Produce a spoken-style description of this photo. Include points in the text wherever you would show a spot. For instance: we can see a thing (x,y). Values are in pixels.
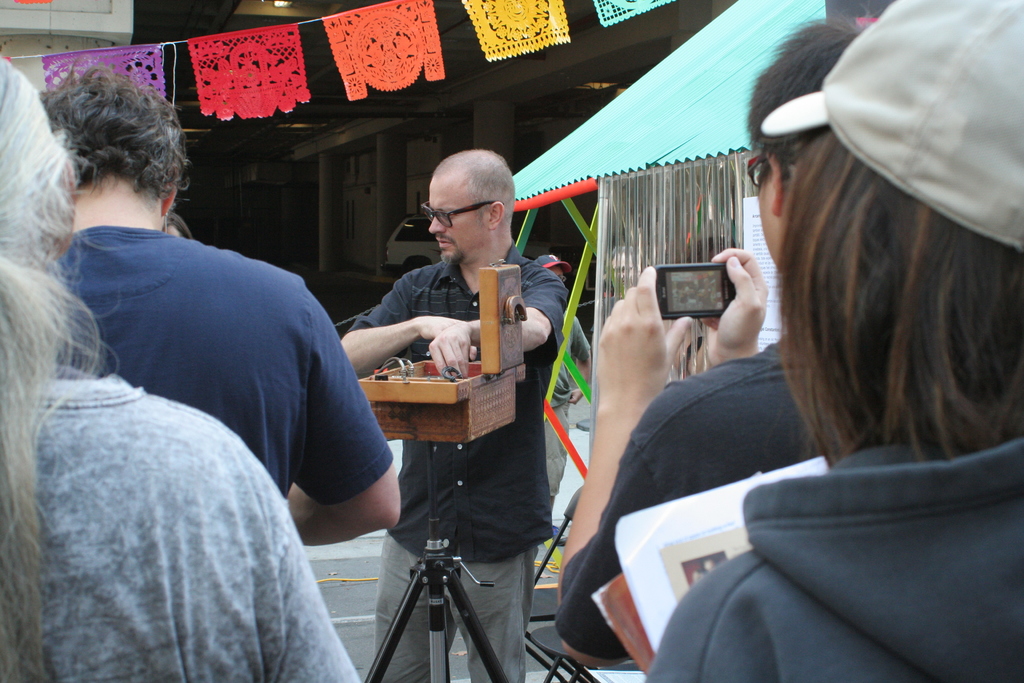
In this picture we can see a group of people (277,498) and one person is holding a mobile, here we can see a tent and some objects (431,510) and in the background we can see a vehicle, building (56,49).
